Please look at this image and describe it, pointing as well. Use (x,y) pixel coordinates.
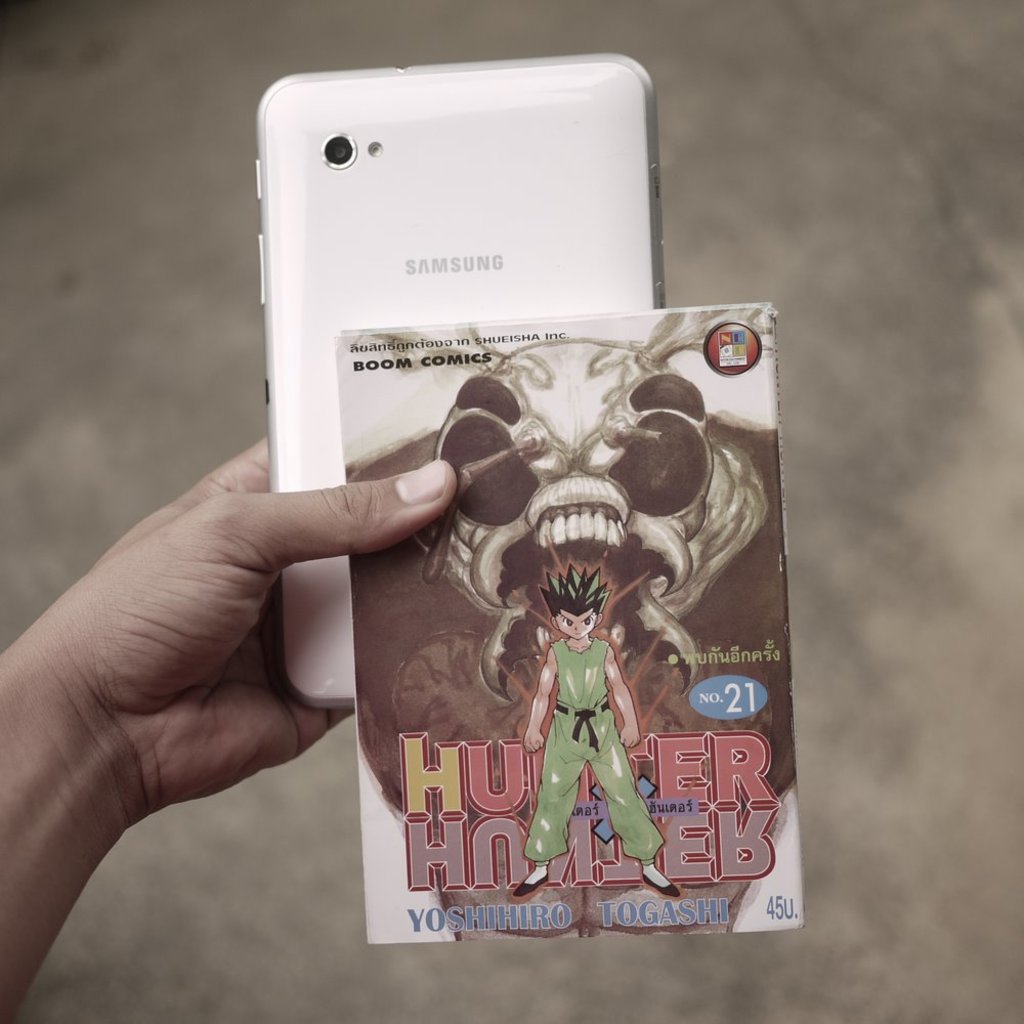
In this image we can see a person (152,788) holding a mobile phone (443,267) and a book (547,733) in the hand (283,511).
